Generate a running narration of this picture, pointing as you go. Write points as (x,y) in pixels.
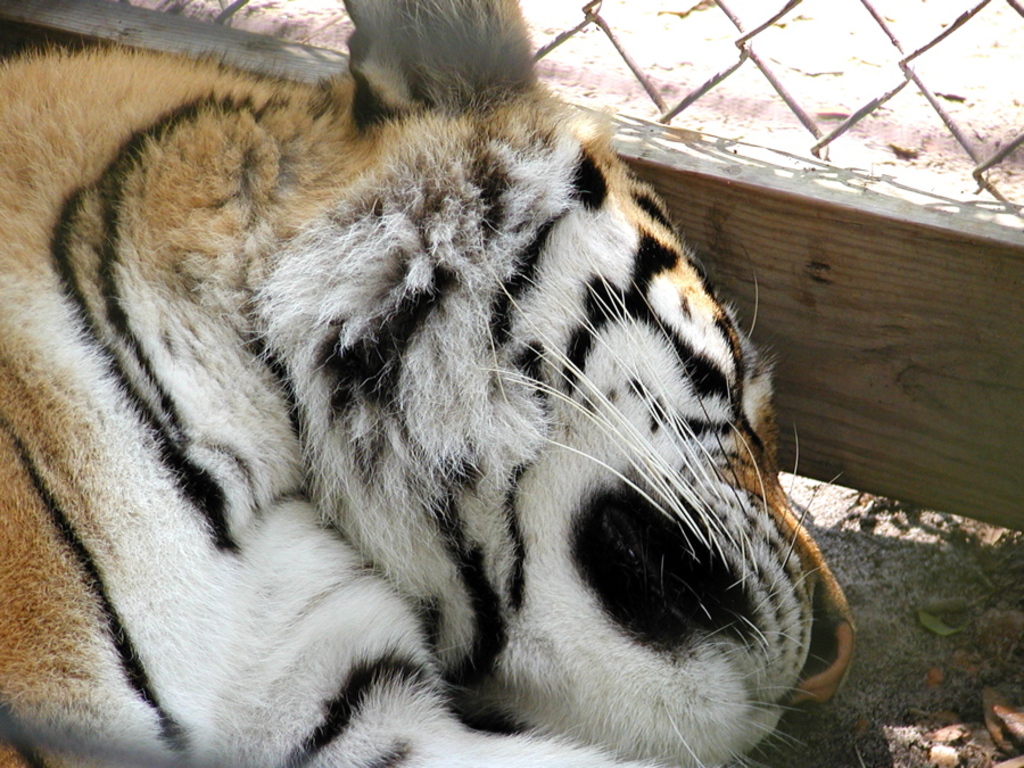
In this image we can see a tiger (710,316) sleeping on the ground (854,617). In the background (784,103) there is a mesh (791,111).
